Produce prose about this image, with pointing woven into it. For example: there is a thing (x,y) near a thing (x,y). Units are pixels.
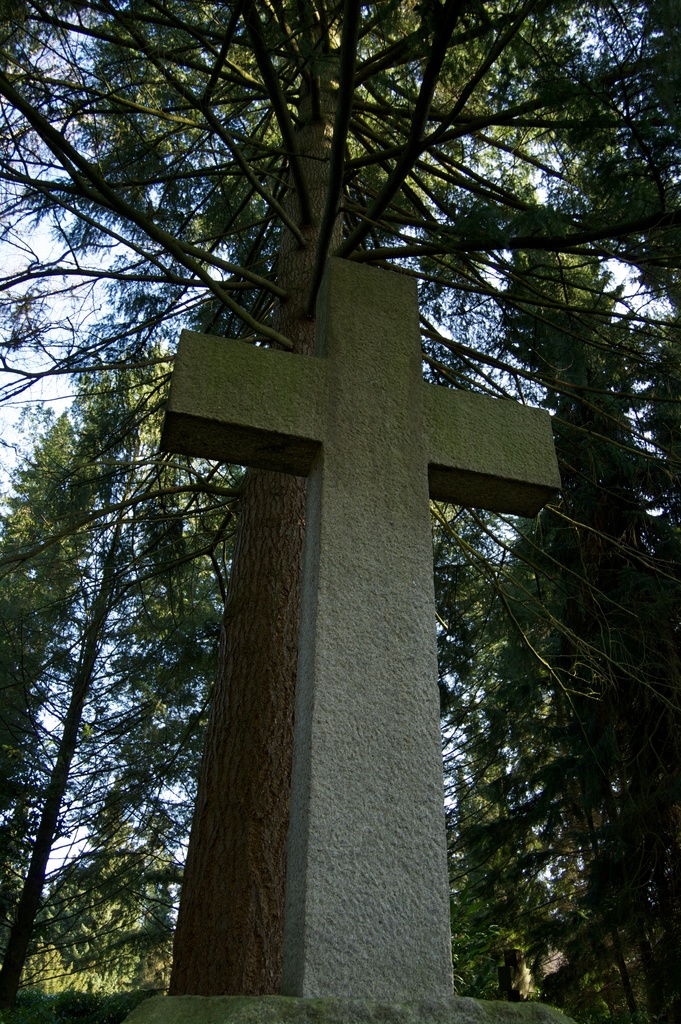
There is a cross (342,799). In the back (269,820) there are trees (143,294) and sky (47,393).
